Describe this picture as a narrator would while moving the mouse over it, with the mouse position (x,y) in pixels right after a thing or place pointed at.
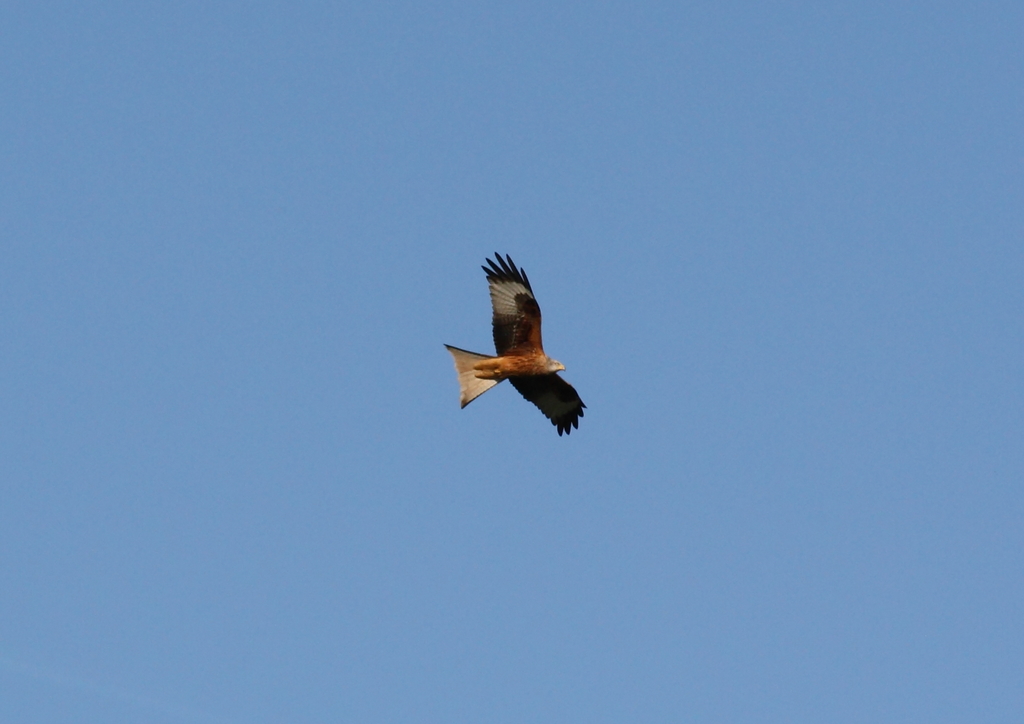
In this image I can see an eagle (556,365) is flying in the sky (562,328).
